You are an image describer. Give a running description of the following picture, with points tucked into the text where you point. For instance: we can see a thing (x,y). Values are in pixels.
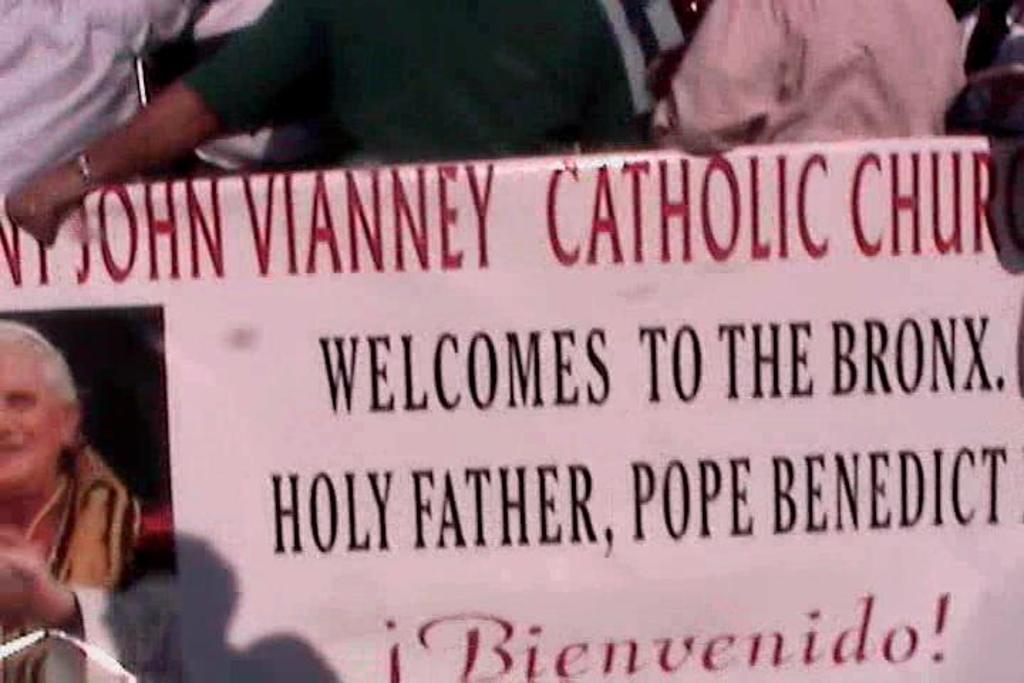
In this image I can see few people (367,65) are standing and wearing the different color dresses (546,73). I can see one person (464,95) is holding the banner (317,340). On the banner (77,447) I can see the person (50,482) and the text (830,249).
